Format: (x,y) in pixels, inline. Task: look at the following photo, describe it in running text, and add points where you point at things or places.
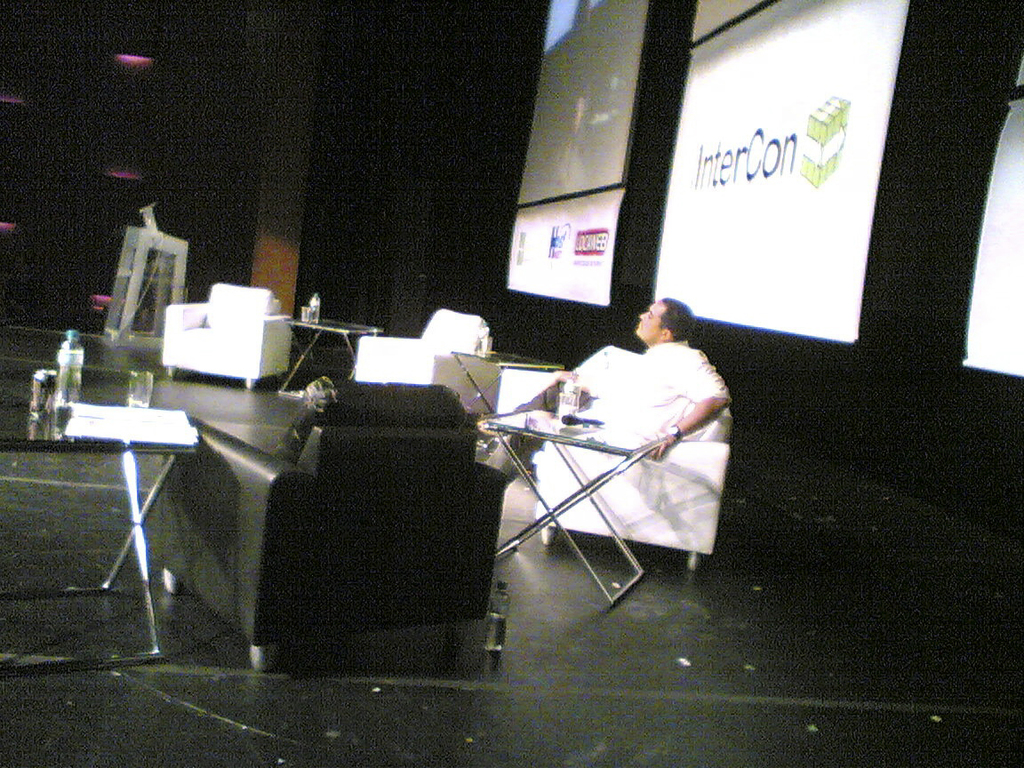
In the center (673,300) we can see one person (619,401) sitting on the chair (636,487). In front (550,437) there is a table (600,429), on table (599,439) we can see microphone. On the left (292,484) again there is one table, chair (281,459). In the background (606,187) there is a wall (346,302), screen (539,196), sofa (230,367), table (348,326), pillar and lights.
